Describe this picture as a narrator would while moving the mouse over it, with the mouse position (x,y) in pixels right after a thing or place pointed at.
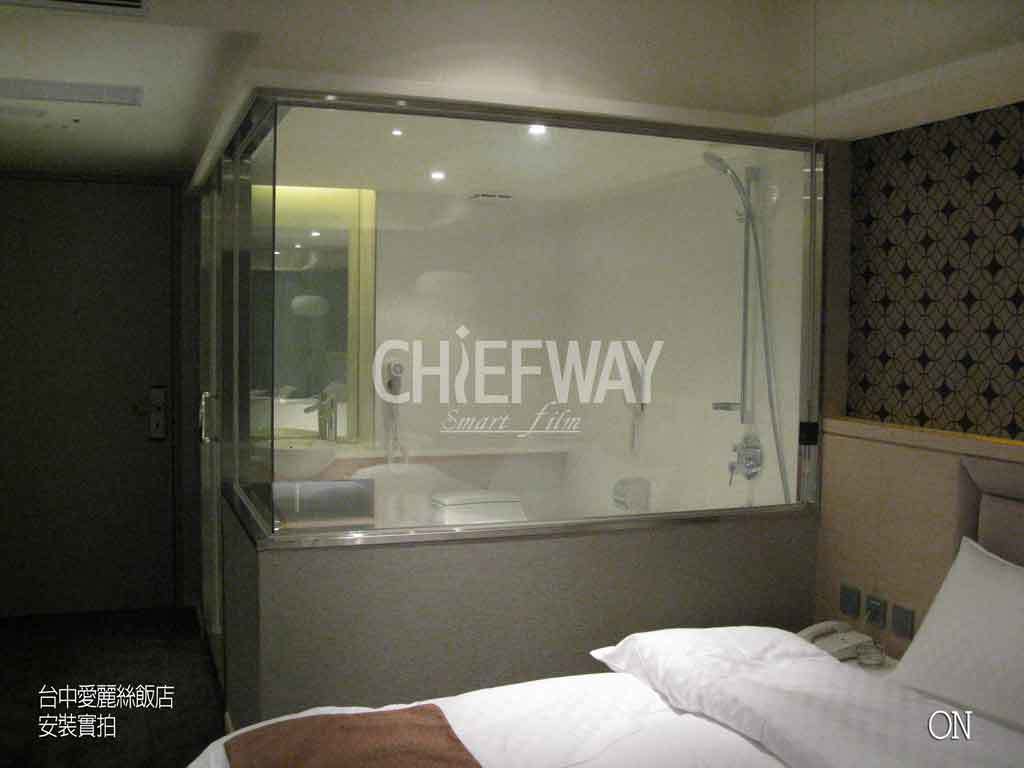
Here in this picture we can see a bed (390,747) present and on that we can see a pillow (909,682) and a blanket (620,752) present over there and beside the bed (893,673) we can see telephone (841,651) present on the table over there and beside that we can see a bathroom (790,339) present, in which we can see a mirror (330,280) and lights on the roof (436,170) and hand shower (734,169) and a western toilet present over there and we can also see doors (143,407) present over there.
